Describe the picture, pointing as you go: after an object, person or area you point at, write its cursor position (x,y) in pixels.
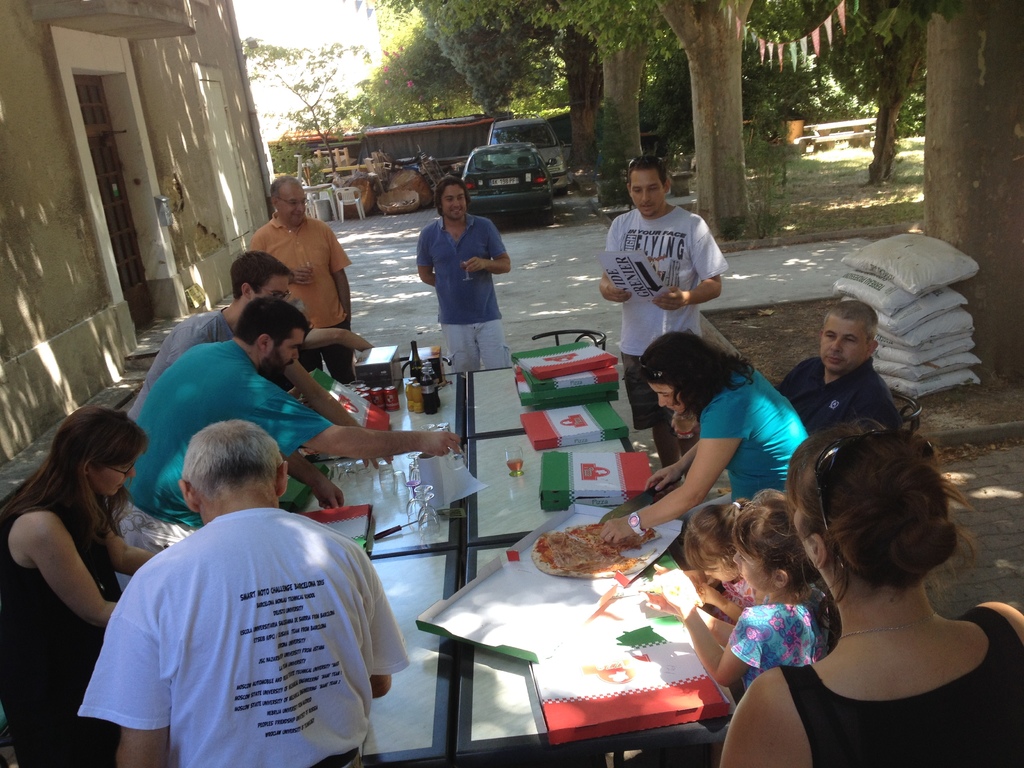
Some people (211,590) gathered around a table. A woman (676,465) is cutting a Pizza (599,528). There are few children (741,529) beside her. There are two cars (504,177) at a distance. There are some trees (716,55) in the surroundings.
